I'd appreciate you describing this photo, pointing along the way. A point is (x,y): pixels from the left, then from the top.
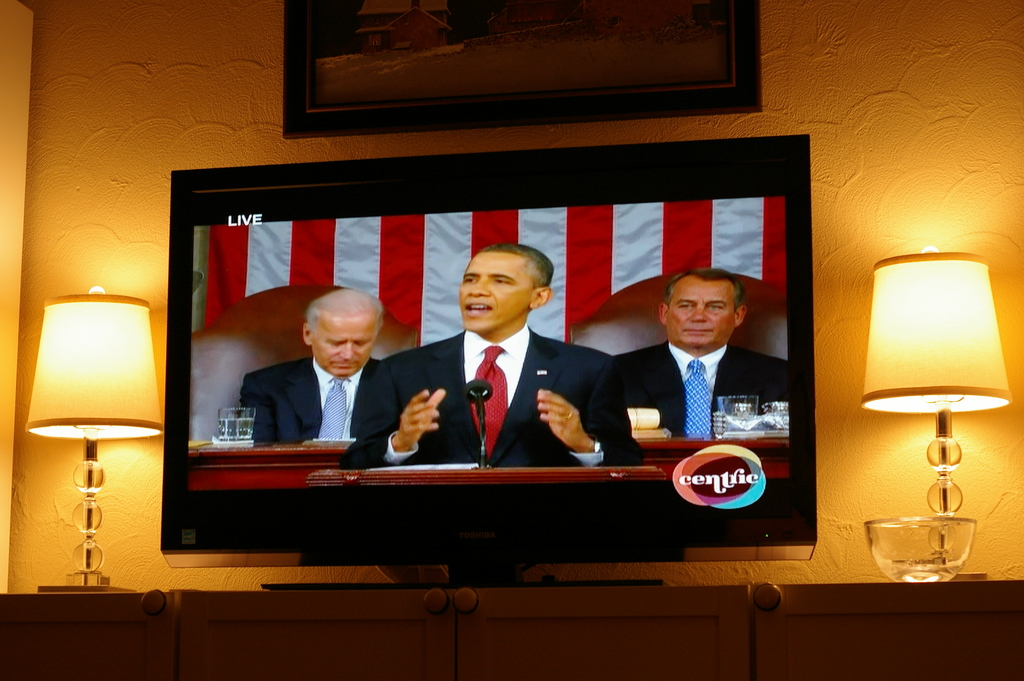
This image consists of a TV (553,493). In which there are three persons (497,392) wearing suits (371,464). On the left (80,563) and right, there are lamps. And we can see a bowl (938,579) on the desk (925,595). At the bottom (597,654), there are cupboards (802,590). In the background (93,180), we can see a wall (981,119) on which there is a frame (611,110).
